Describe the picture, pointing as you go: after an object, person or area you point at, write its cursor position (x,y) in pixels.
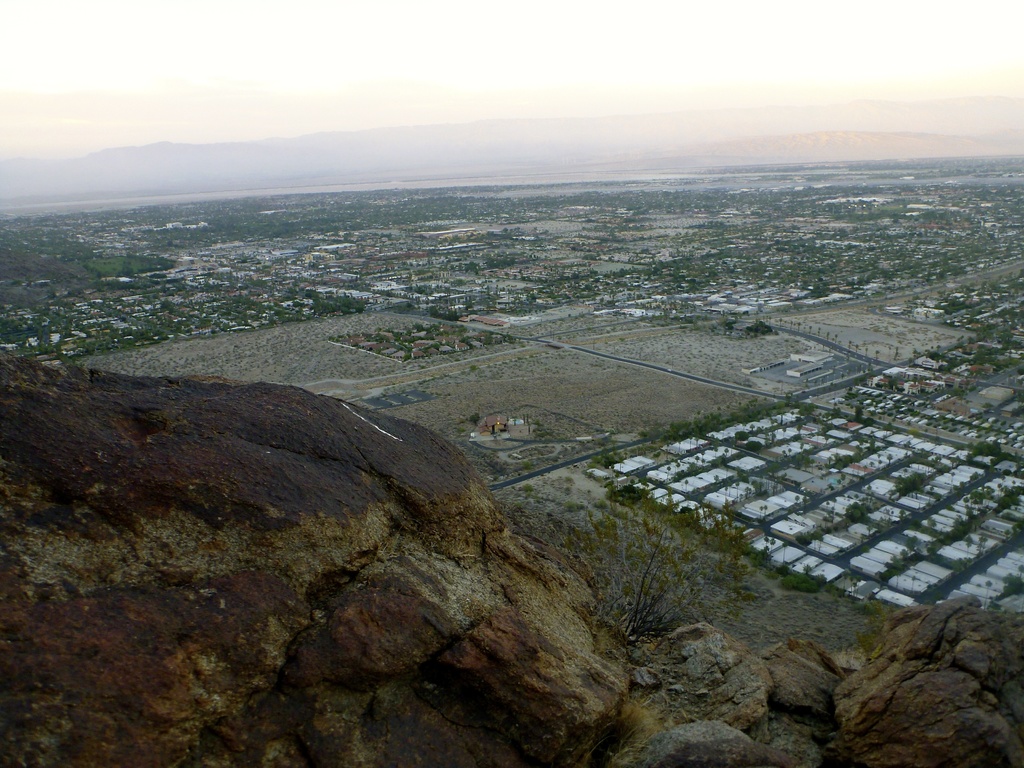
In this picture we can see rocks (491,672) in the front (851,652), in the background (765,240) there are some buildings (750,304) and trees (431,208), we can see the sky (541,94) at the top of the picture (542,36).
